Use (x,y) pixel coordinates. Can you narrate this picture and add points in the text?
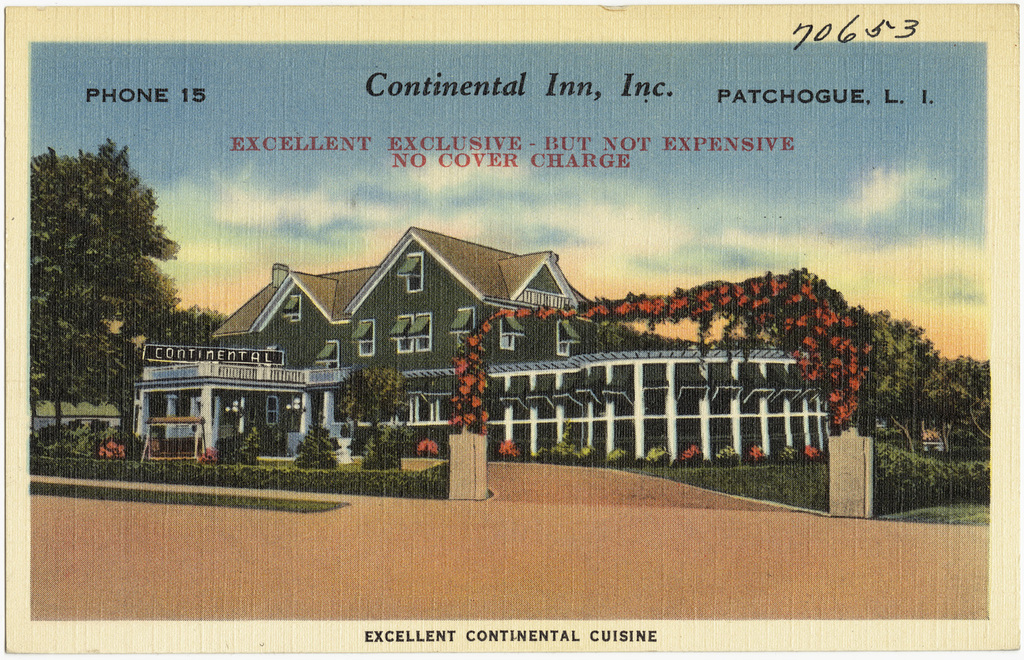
In this image we can see a photograph of a building (503,288). In front of the building (260,417) there are plants (390,459), bushes (360,452) and grass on the surface (339,497). In the background (724,162) there are trees (54,328) and sky (379,187).
